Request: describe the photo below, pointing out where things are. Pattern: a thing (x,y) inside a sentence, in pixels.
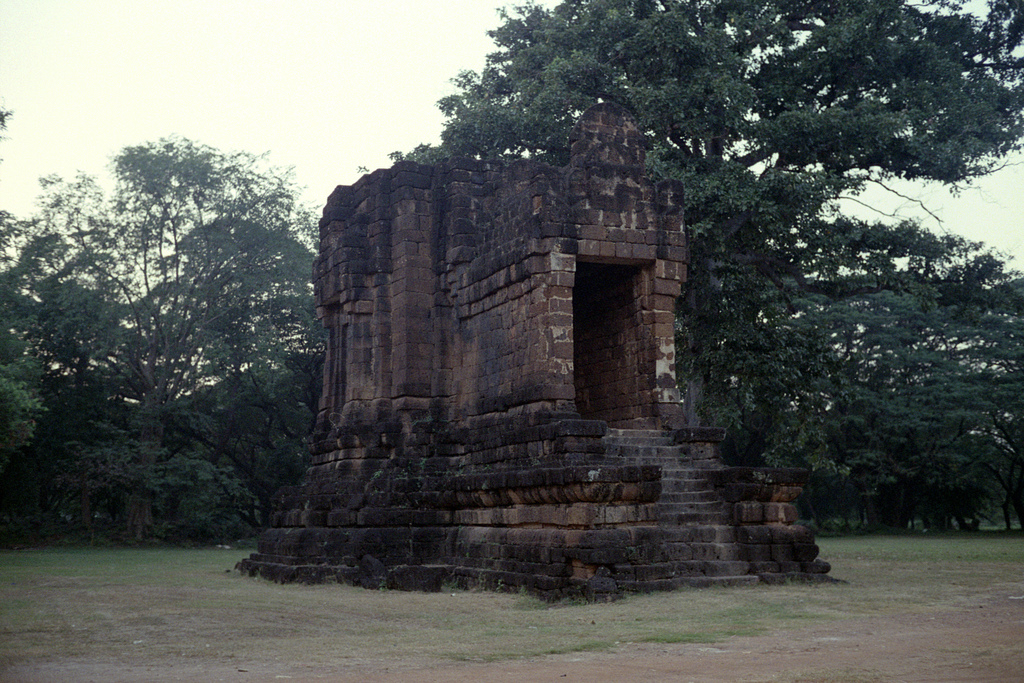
In this picture we can see an ancient architecture (613,354) which is made of a brick wall (411,510). Some grass (321,594) is visible on the ground (287,609). There are a few trees (179,353) visible in the background (891,424).
